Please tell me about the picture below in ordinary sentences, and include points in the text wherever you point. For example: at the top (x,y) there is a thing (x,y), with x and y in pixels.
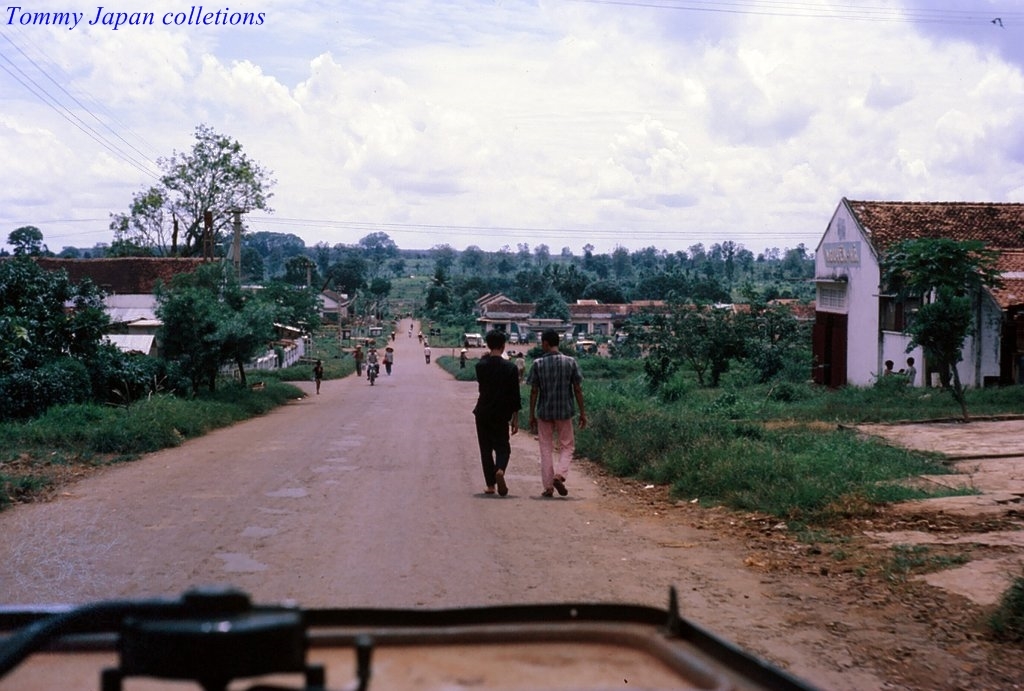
In the image there are many people (389,358) moving on the road (352,447) and on the either side of the road (347,427) there are a lot of trees (277,285), plants (122,401) and houses (747,311). In the background (540,119) there is sky (606,161).
